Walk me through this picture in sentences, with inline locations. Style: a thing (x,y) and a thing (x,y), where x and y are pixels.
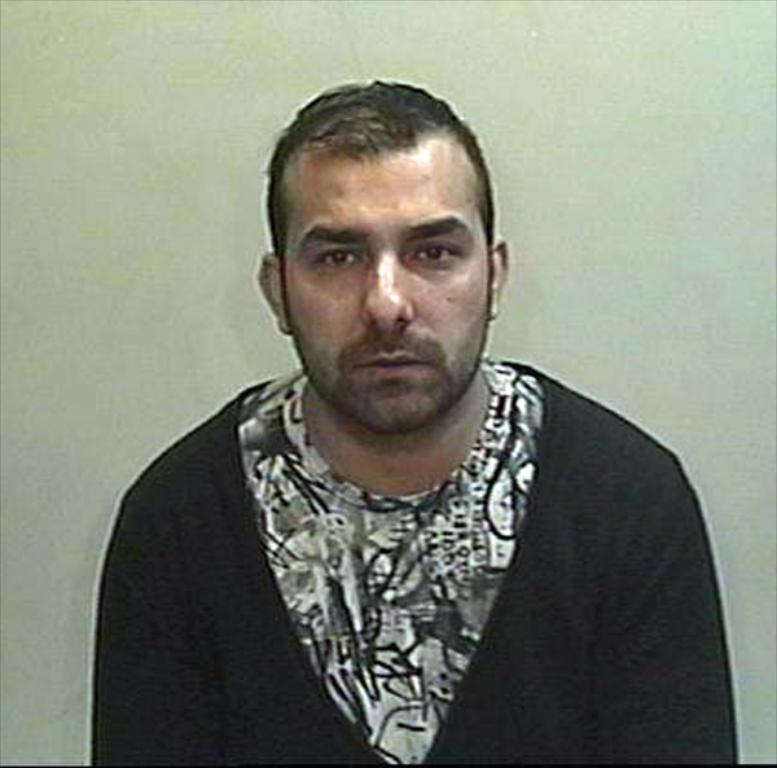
In this image we can see a man (419,494). On the backside (592,240) we can see a wall (586,240).
